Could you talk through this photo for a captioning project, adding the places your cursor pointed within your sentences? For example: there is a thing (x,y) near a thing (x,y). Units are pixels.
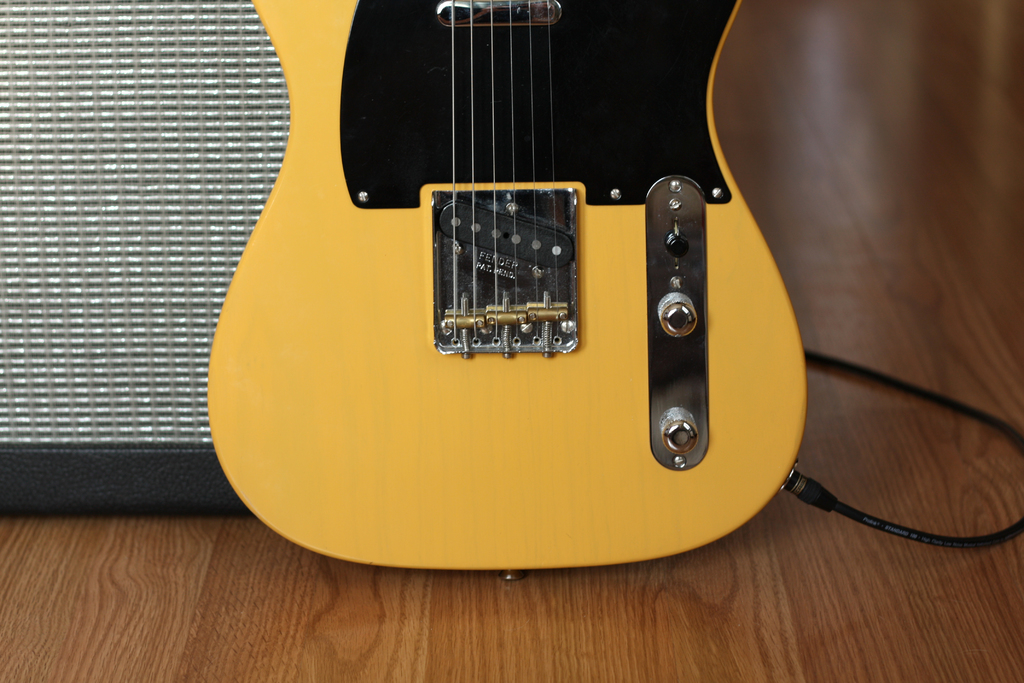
In this picture we can see guitar (713,107) on the wooden floor (592,583). On the right (857,512) there is a black color cable (814,494). On the left (205,249) we can see box (118,170).
